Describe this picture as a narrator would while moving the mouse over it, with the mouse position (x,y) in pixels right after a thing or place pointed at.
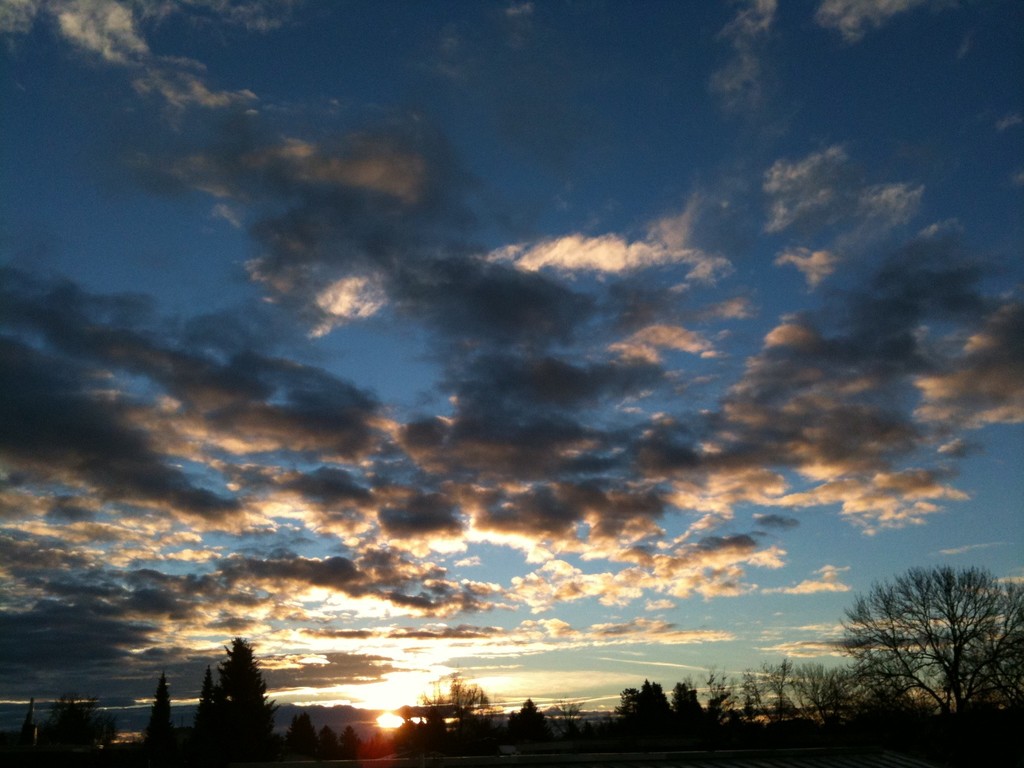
In this image in the center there are trees (849,691) and the sky (501,416) is cloudy.
